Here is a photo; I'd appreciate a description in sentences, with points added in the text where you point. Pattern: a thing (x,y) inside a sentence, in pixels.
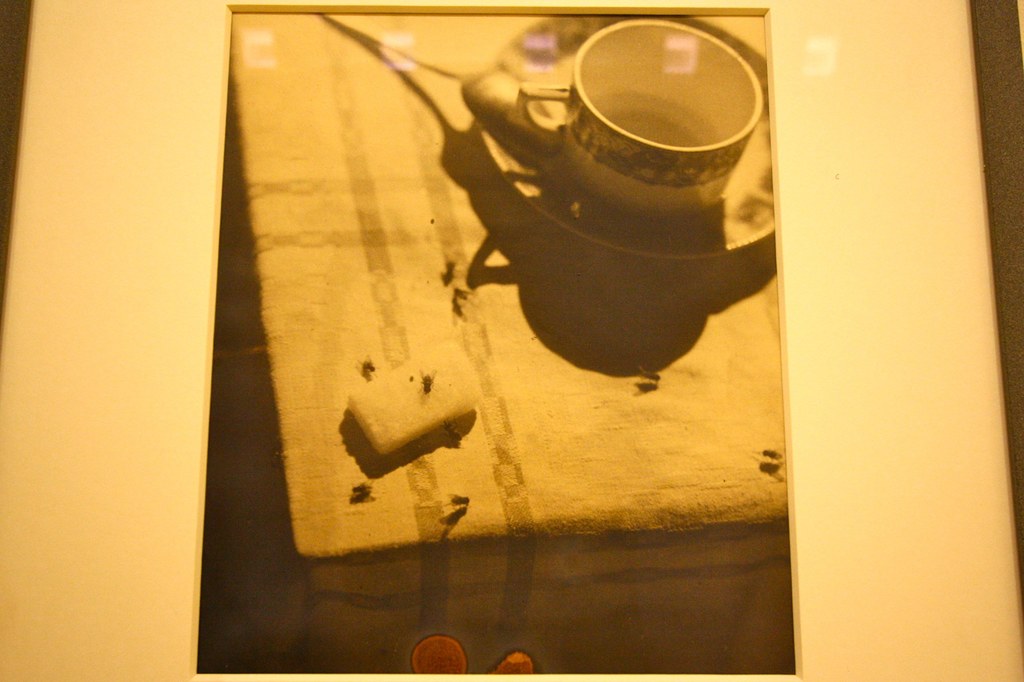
In this image I can see a photo frame (98,110) which has white borders (785,49). There is a photo (630,128) of a cup (595,171), saucer (578,224) and there are flies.
